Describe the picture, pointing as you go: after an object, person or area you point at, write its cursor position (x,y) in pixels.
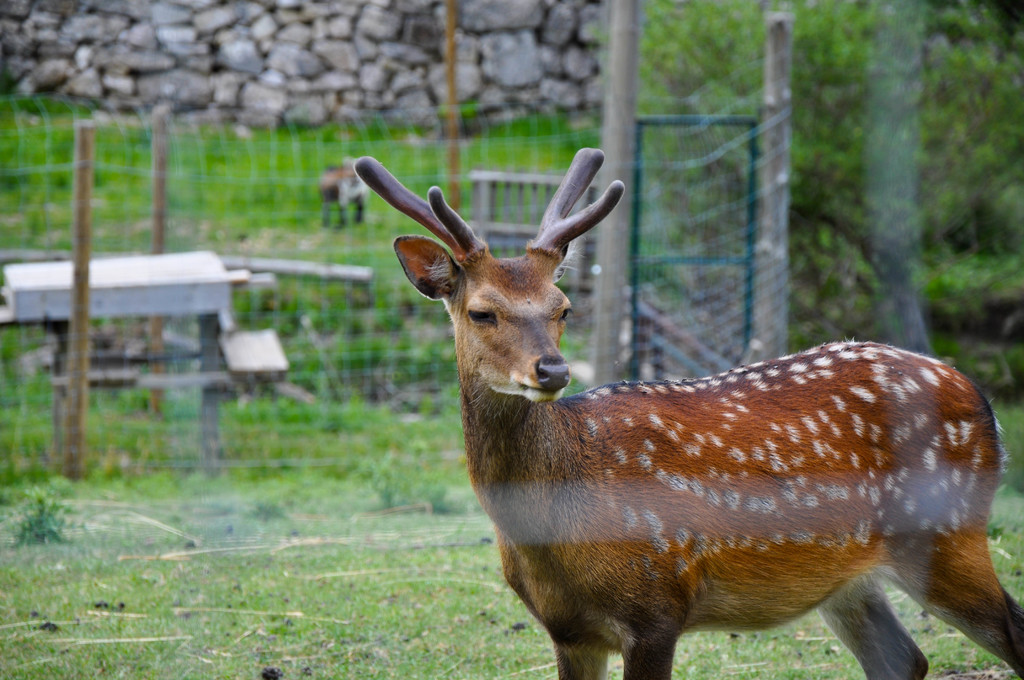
In this picture we can observe a deer (674,436) which is in brown color standing on the ground (494,606). In the background (157,170) we can observe fence (491,177). There are trees (810,39). We can observe stone wall (254,39) here.
